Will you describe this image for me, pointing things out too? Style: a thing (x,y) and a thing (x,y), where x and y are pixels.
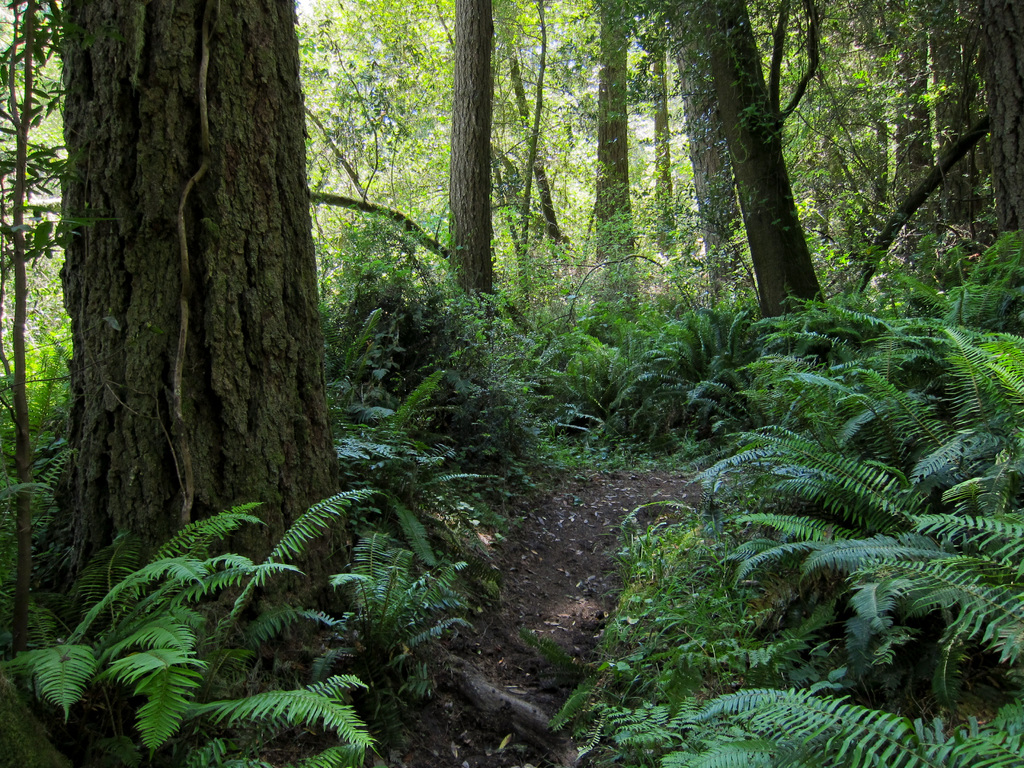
In this image we can see the plants (495,407) and trees (279,59) in the background (804,148).
